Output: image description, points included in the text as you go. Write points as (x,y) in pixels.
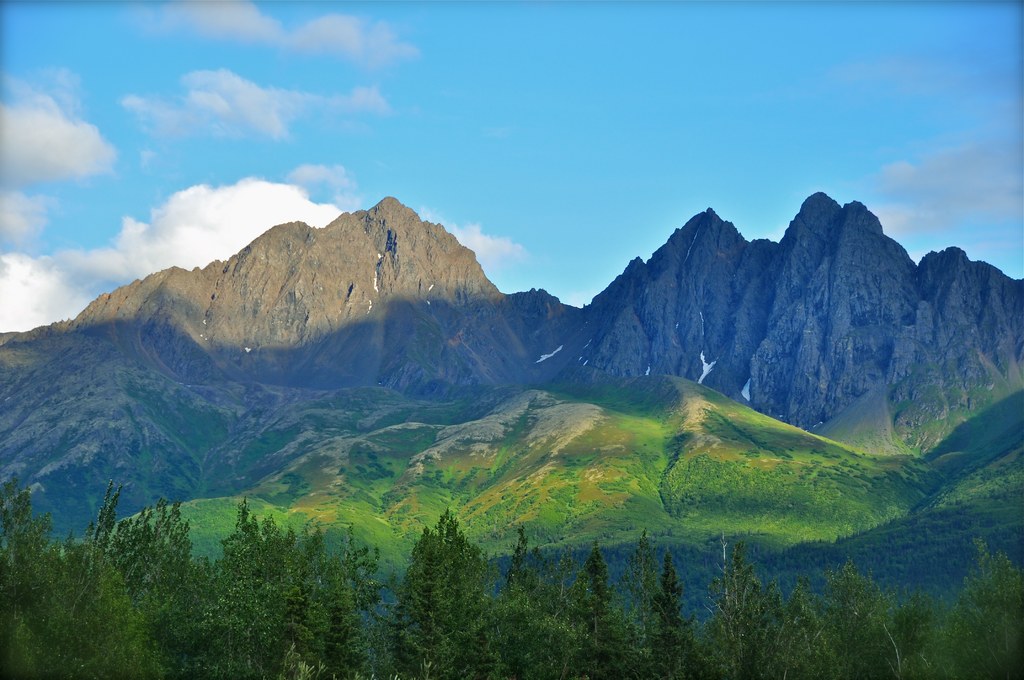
It is a beautiful scenery with a lot of trees (519,562) and grass (443,409) on the mountains (587,453) and in the background (333,354) there are two huge mountains (885,326) filled with bare rock (423,254) and the climate is very pleasant.
